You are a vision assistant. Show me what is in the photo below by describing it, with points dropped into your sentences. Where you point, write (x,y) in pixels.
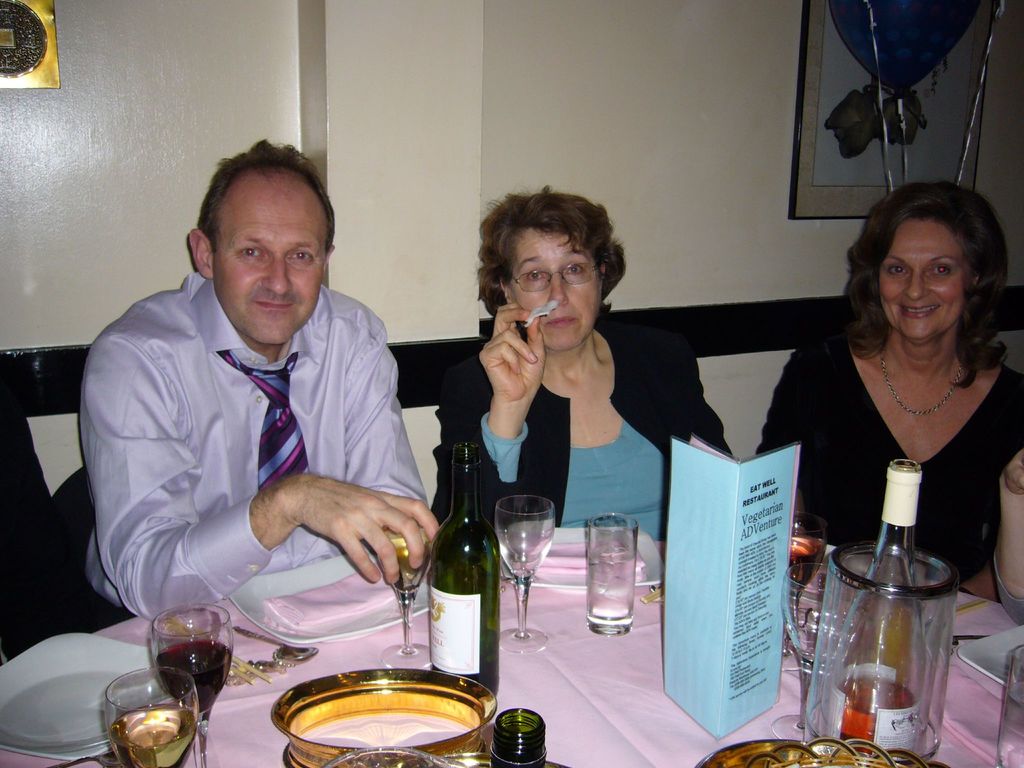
Here a man (131,485) is sitting on the chair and holding a wine glass (415,590) two women (650,529) are also sitting on the chairs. There are wine bottles (532,717), glasses (207,694), plates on a dining table (503,697).
